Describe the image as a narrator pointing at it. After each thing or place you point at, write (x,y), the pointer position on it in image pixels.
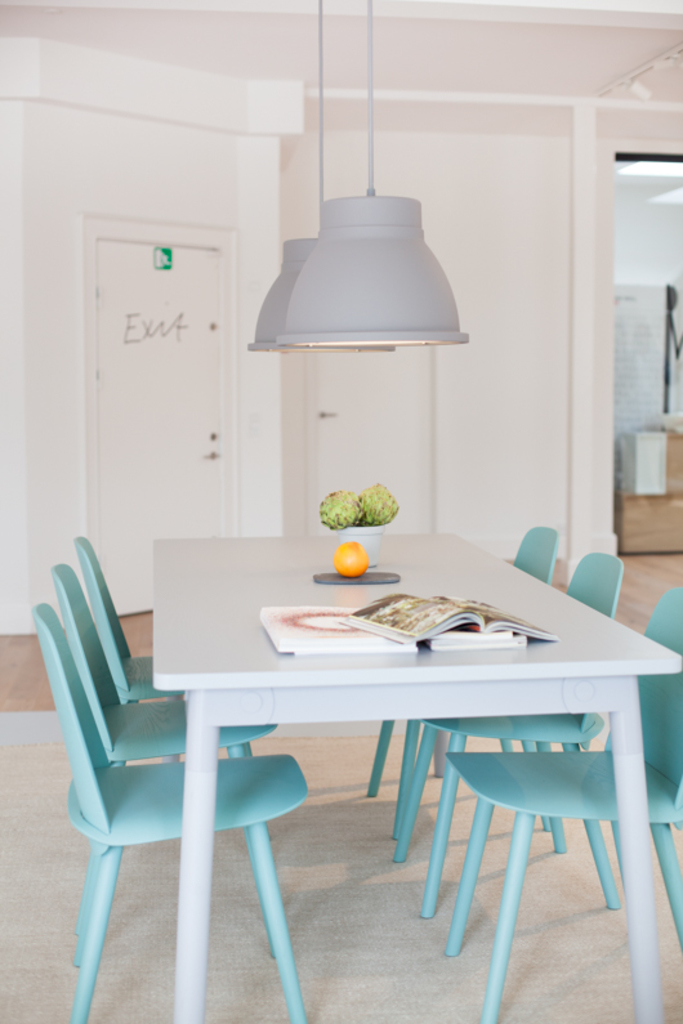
In this image we can see a dining table (599,666), and some chairs (410,798), there are books (440,607), fruit (351,562) and a house plant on top of the table (302,598), there are two hanging lights (302,275), also we can see the walls (521,382), doors (398,427), boxes (662,478), there is a text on a door (146,303).
